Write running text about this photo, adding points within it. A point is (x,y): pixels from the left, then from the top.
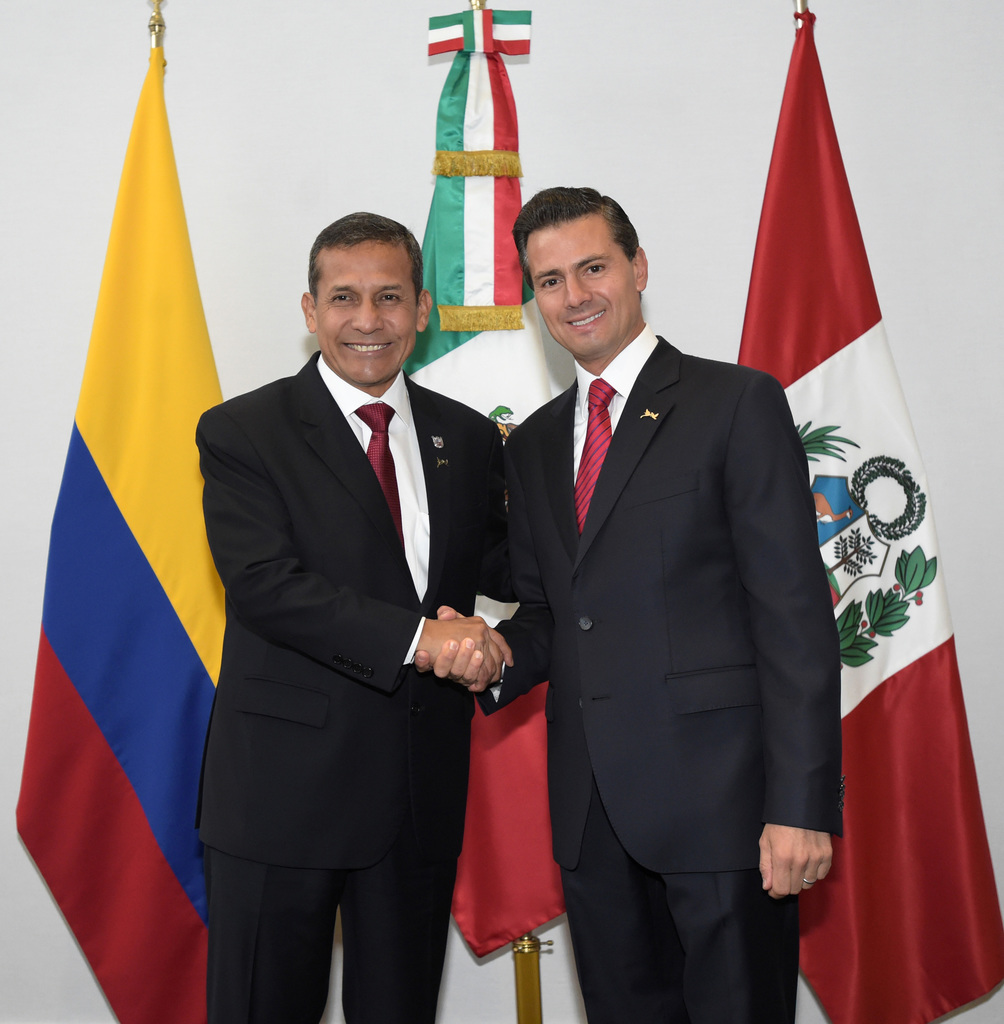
In this image we can see men (295,813) standing on the floor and smiling. In the background (503,320) there are flags (758,277).
